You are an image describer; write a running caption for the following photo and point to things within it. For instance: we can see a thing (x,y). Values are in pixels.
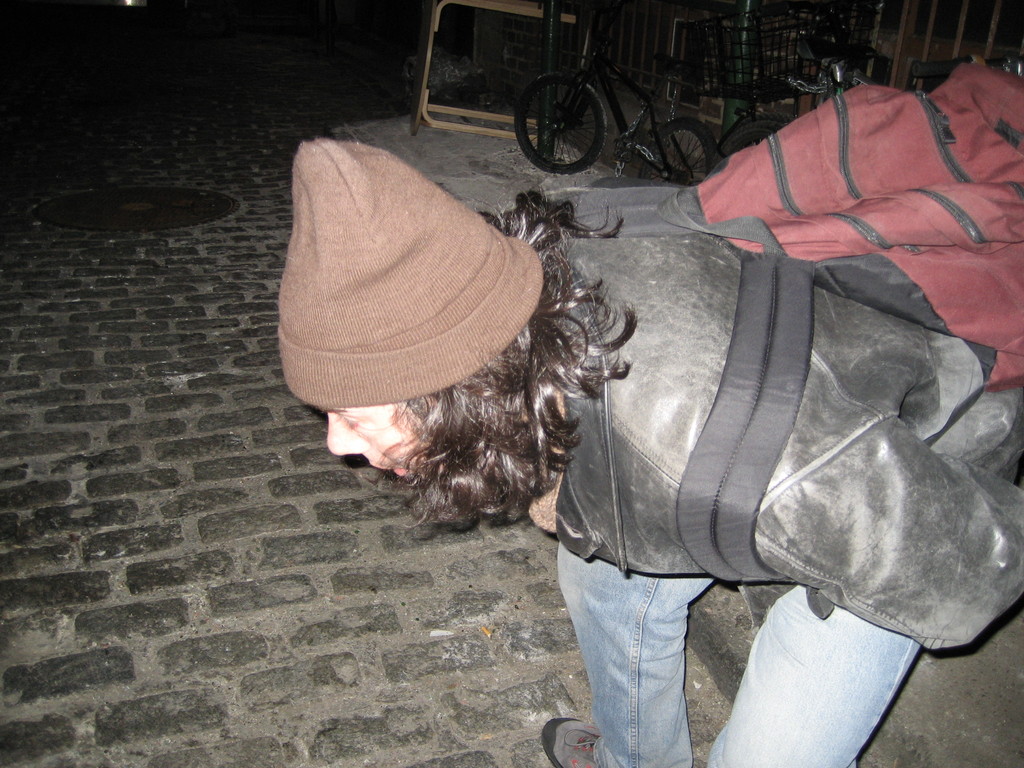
In this picture we can see a person (388,448) wore cap (416,267), jacket (666,267), shoe (573,725) and a bag pack (785,303). He is bending and facing towards the brick floor (205,465). In the background (114,202) we can see manhole (116,223), bicycle (682,132) tied with a chain (628,148) to the wall (562,26) and a pole (557,38) and wood (418,84).
